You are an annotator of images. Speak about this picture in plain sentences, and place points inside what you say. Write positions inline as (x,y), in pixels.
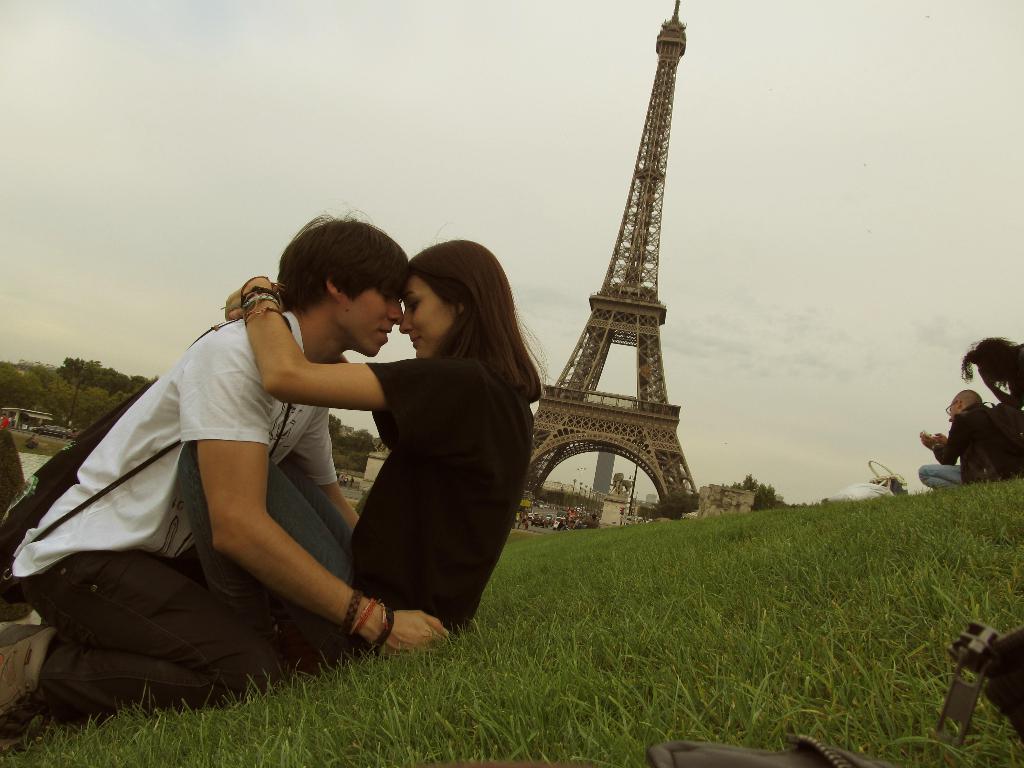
In this image in the front (640,650) there's grass (678,681) on the ground (678,635). In the center (383,475) there are persons (428,479) and in the background (651,333) there is a tower (597,332), there are trees (85,383) and buildings (598,481) and the sky (715,271) is cloudy.
